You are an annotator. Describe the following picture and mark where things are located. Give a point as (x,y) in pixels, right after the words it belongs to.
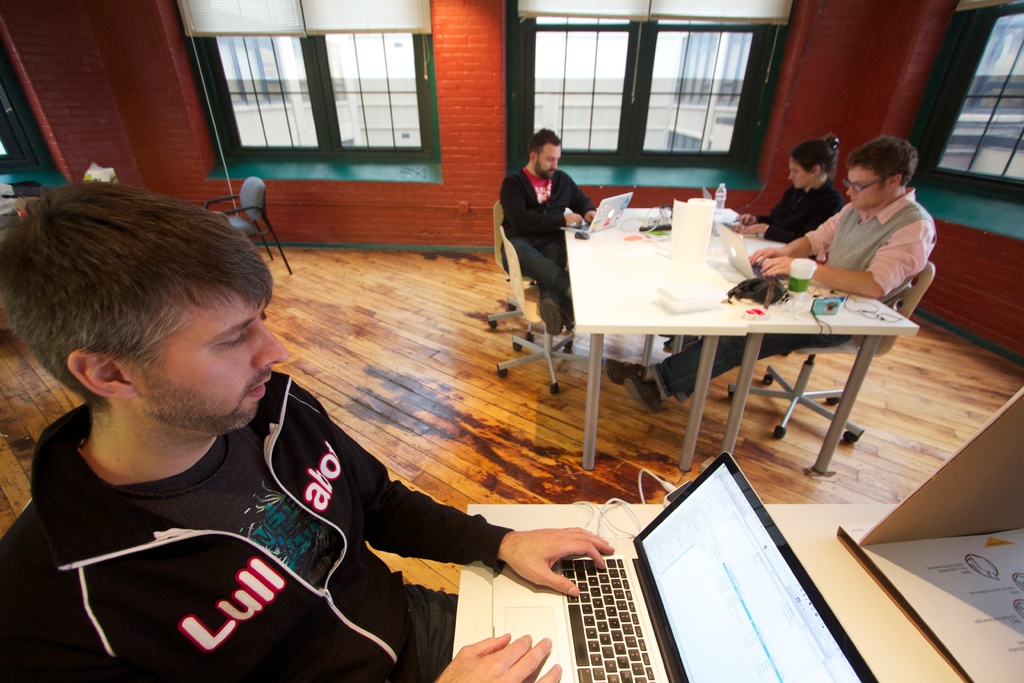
In the picture we can see four people (285,665), one man (213,496) is sitting on the chair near to the table (649,511) and working something in the laptop (681,499), in the next table (858,320) there are three chairs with three people (819,202) one is woman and two are men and working something in their laptops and on the table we can find a bottle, a camera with some bag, in the background (939,152) we can see a windows (952,143) which are green in color and red wall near to it there is a chair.
